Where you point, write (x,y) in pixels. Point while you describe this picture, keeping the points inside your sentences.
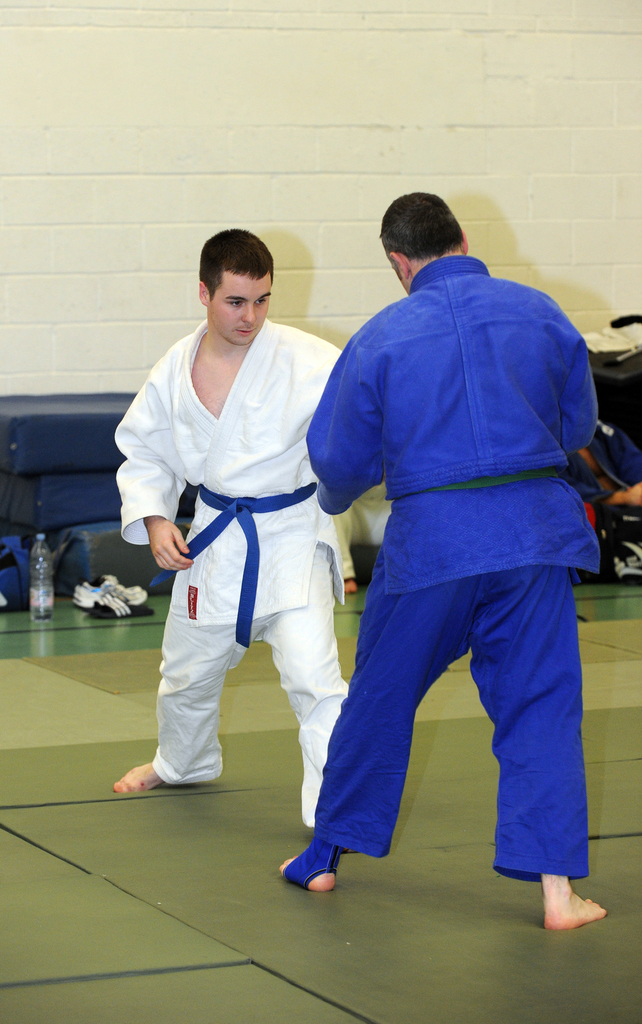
This picture seems to be clicked inside the room (286,849) and we can see the group of people (261,379) and in the center (388,379), we can see the two people (213,504) standing on the ground (432,702). In the background (201,249), we can see the wall (105,186) and we can see the bottle (45,611) and some other items (96,583) are placed on the ground (286,836) and we can see the group of people (383,535) seems to be sitting and we can see some other items (41,467) in the background (49,540).
